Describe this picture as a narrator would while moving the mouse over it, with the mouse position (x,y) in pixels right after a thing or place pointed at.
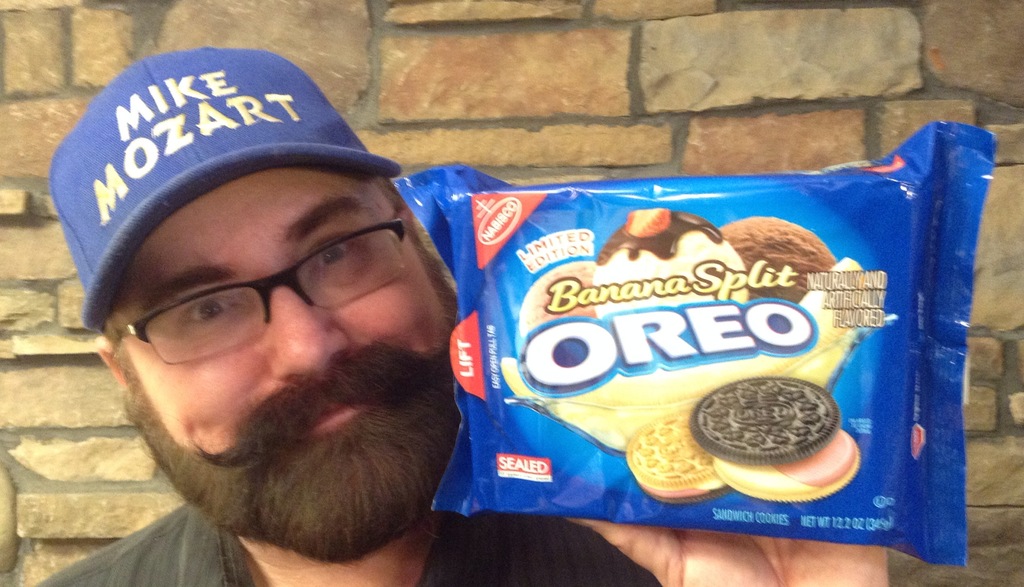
In this picture I can see a man (293,368) smiling and holding a biscuit packet (608,270), and in the background (702,69) there is a wall (838,114).
